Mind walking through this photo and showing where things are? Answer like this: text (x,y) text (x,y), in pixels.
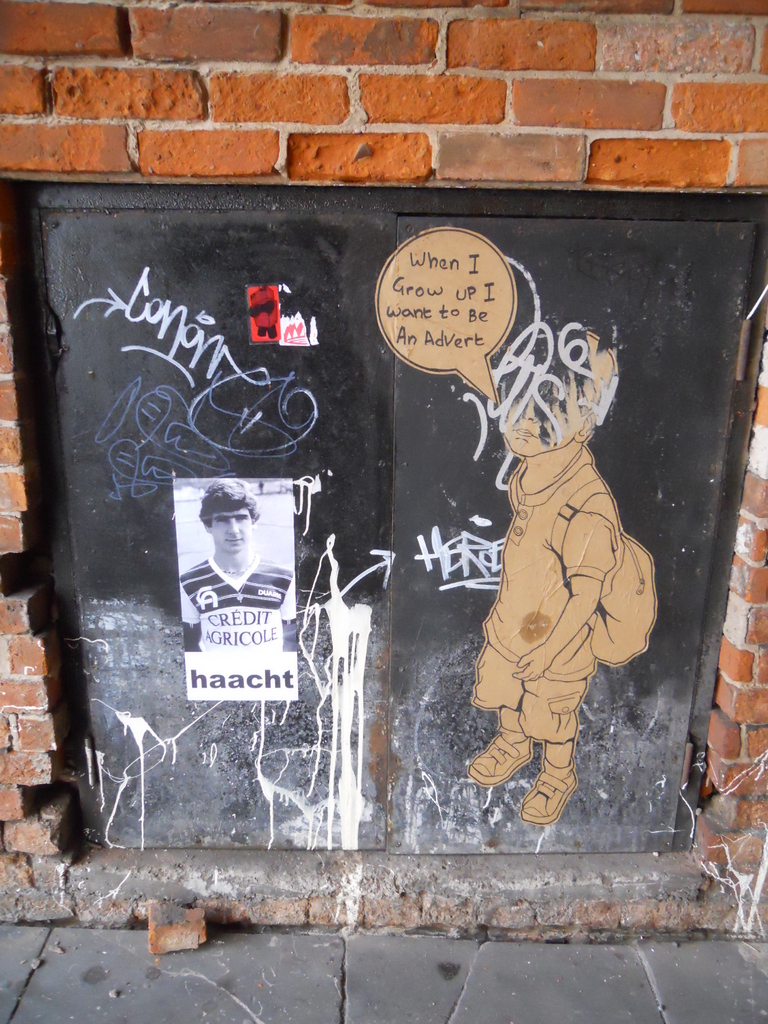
In this image we can see poster (239,546), picture (579,587) of a person (238,485) and texts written on the metal door (120,501) and brick wall (40,53).
